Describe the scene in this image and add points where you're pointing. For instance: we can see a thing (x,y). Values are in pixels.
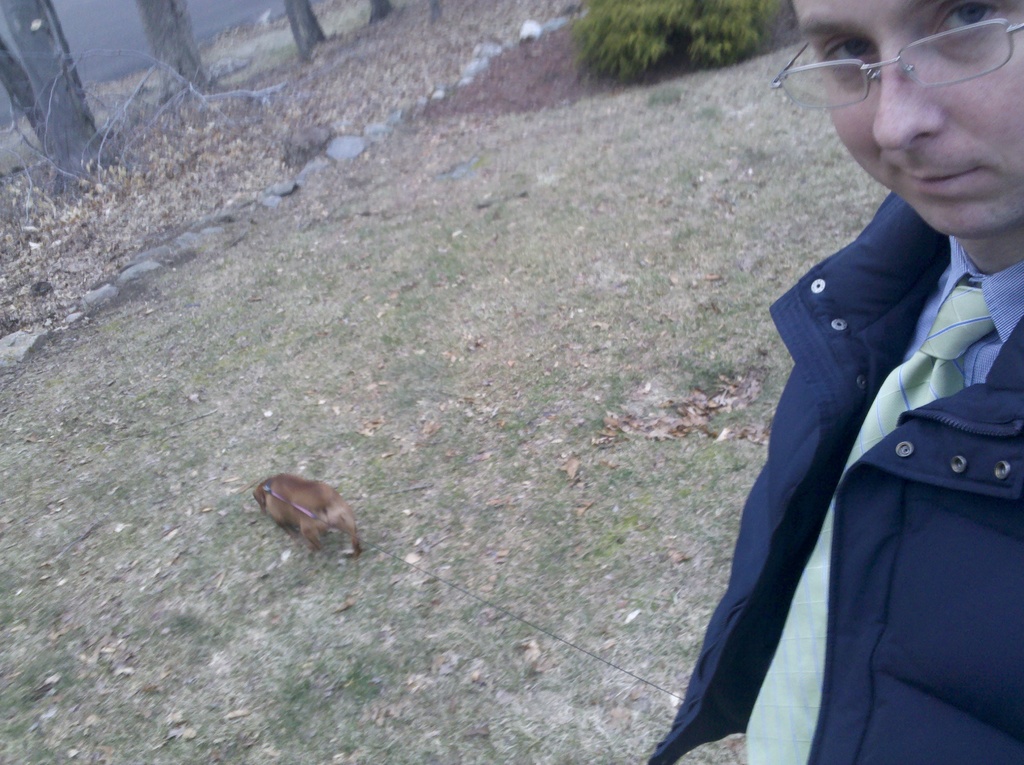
In the picture we can see a grass surface (729,336) on it, we can see a man (813,382) standing and holding a dog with belts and in the background (67,327), we can see stones (67,327), plants (615,69), tree branches (23,81) with some dried twigs (221,183) and leaves (175,160) on the path (186,188).
